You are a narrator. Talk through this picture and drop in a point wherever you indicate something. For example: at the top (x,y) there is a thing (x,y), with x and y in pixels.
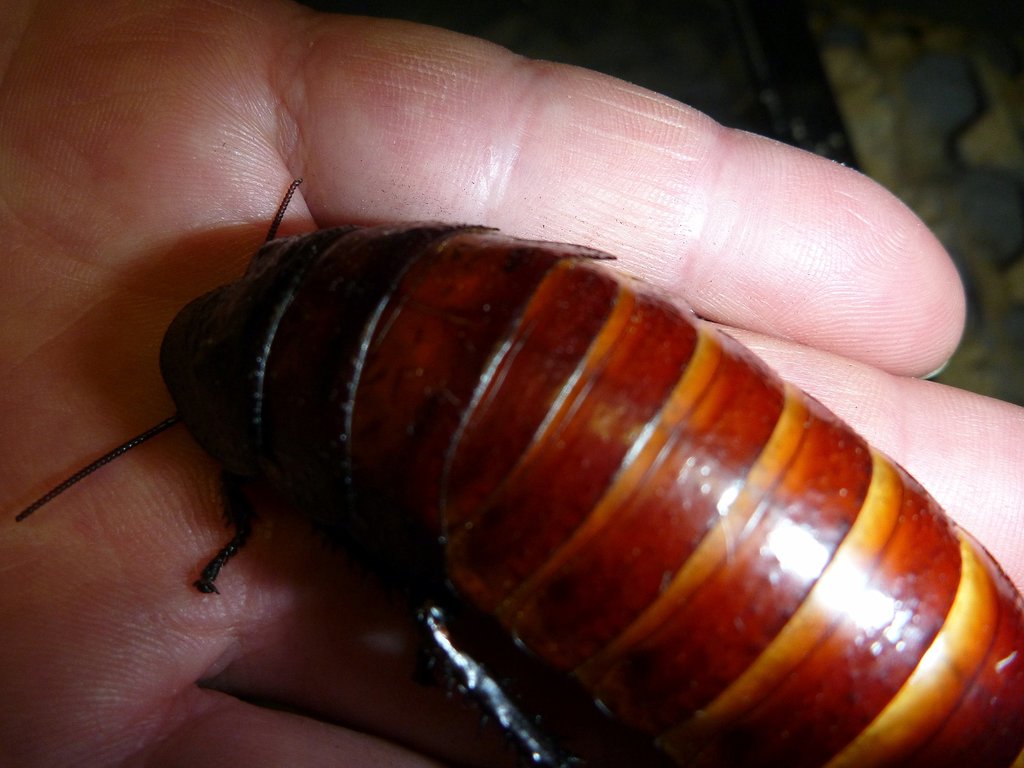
In the middle of this image (678,407), there is an insect (508,351) on a hand (384,41) of a person (83,543). And the background (994,90) is blurred.
